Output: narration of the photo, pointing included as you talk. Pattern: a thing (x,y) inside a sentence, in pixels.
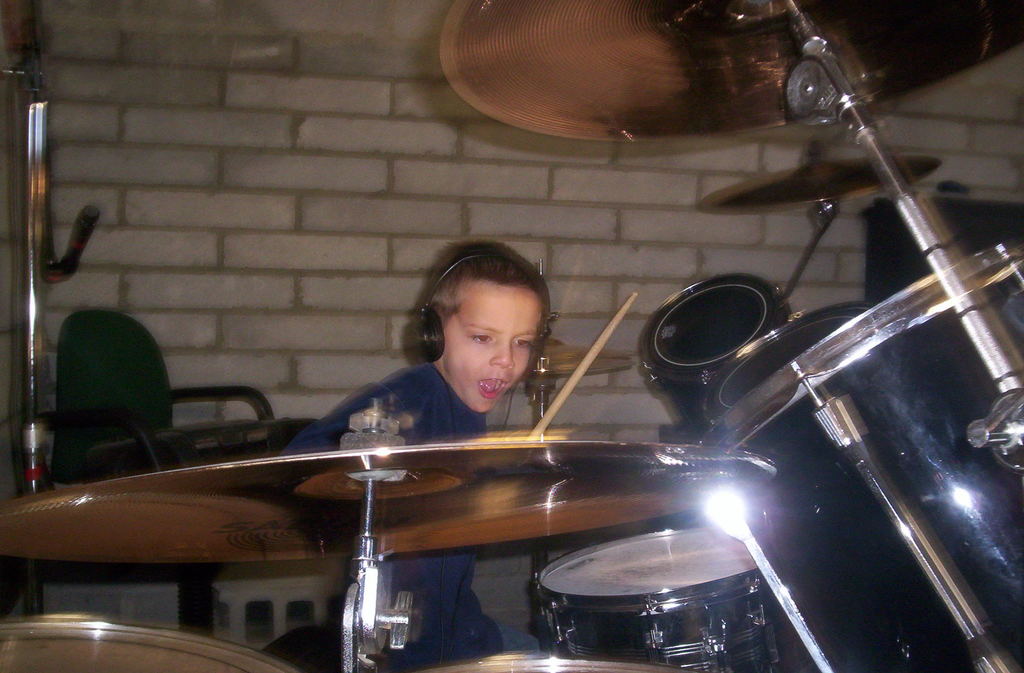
In this image we can see a child (467,382) and musical instruments (255,551) in front of him. In the background (159,343) we can see chair (158,363) and a wall (265,211).
